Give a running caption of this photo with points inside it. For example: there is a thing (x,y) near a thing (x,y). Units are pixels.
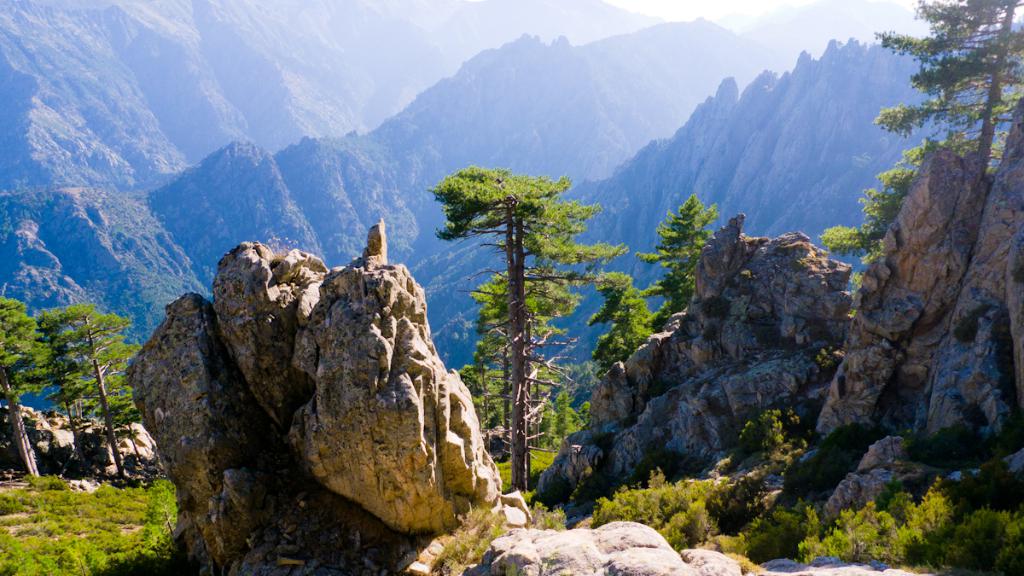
This is an outside view. At the bottom (345,395) there are few rocks (693,422) and trees (506,334) and also there are many plants (729,528). In the background (631,89), I can see the mountains (445,44).
